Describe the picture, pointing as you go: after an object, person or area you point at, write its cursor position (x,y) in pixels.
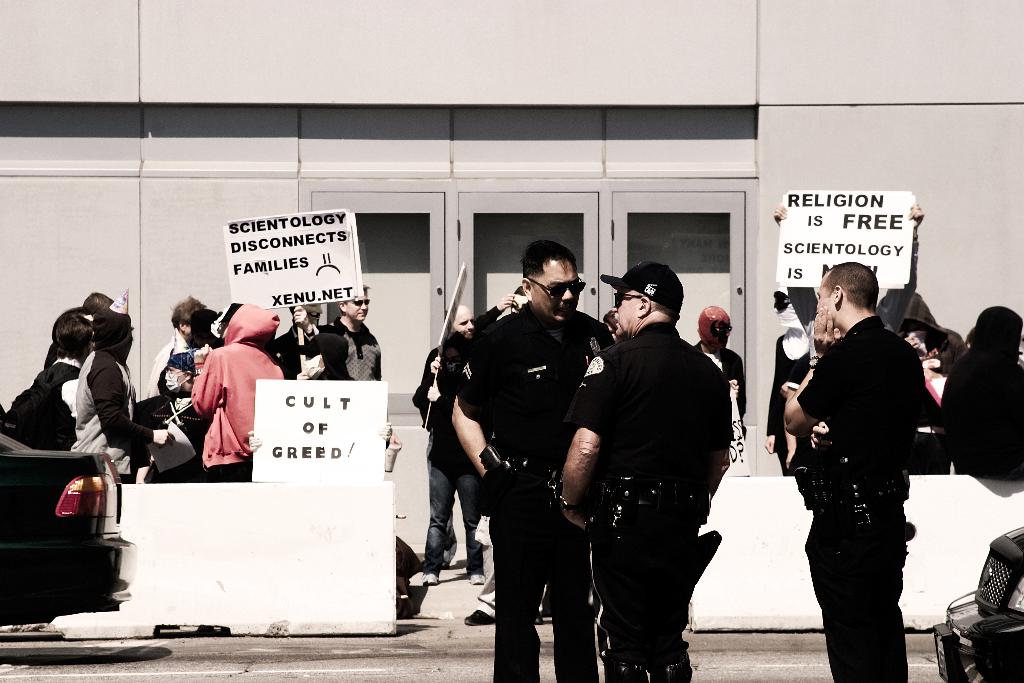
In this image I can see number of people (474,419) are standing. I can also see few of them are wearing uniforms (669,395) and few are holding boards (801,274). On these boards (801,274) I can see something is written and here I can see a vehicle (6,509). I can also see one more vehicle (987,659) over here.
